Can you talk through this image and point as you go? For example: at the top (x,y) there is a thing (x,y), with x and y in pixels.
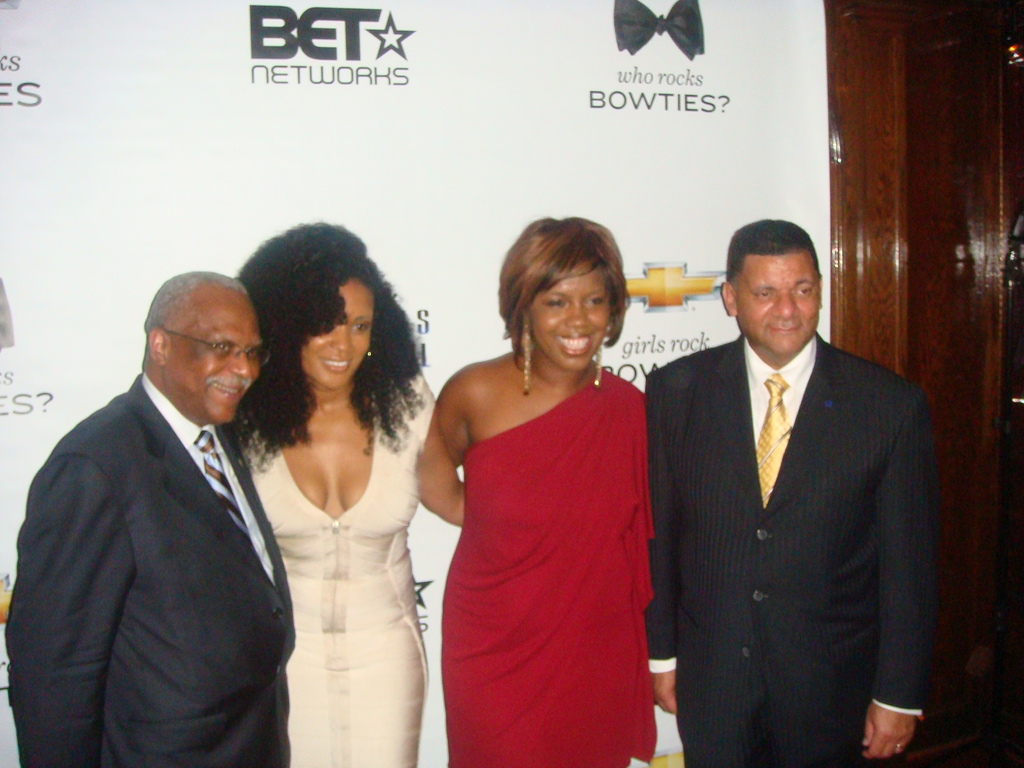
In this image I can see 4 people (487,605) standing and smiling. 2 people (181,567) standing on the corners are wearing suit (771,632). There is a banner (409,186) at the back (404,204).
